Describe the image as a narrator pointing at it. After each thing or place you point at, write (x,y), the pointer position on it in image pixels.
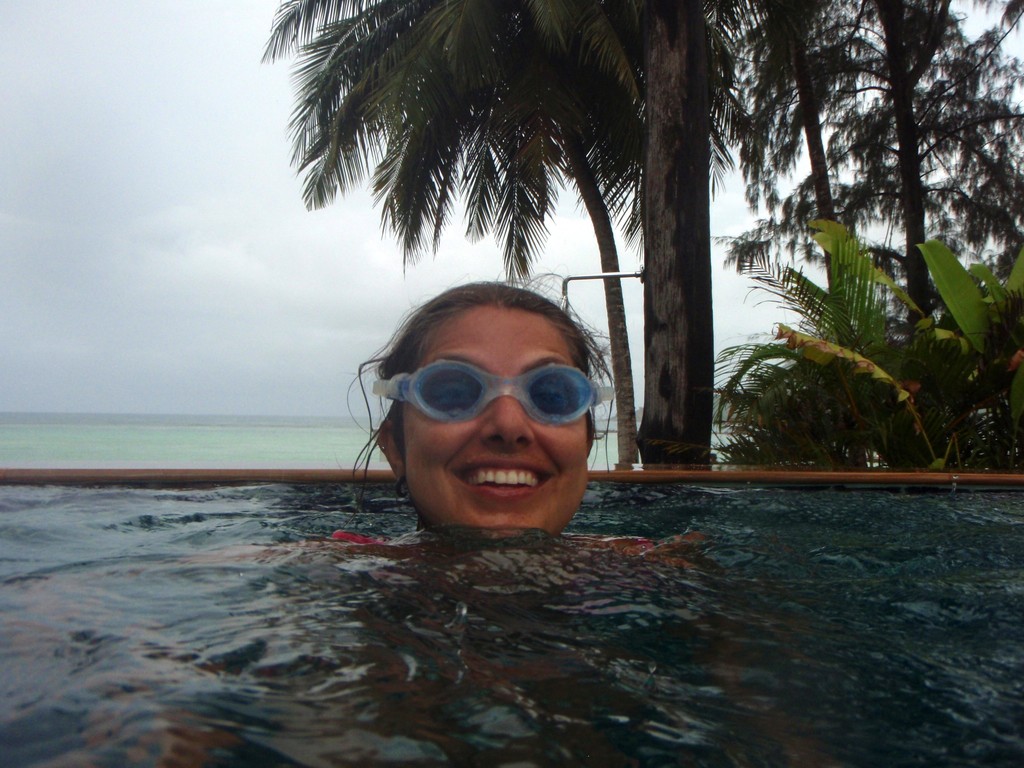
In this picture I can observe a woman (423,492) in the swimming pool (417,557). She is smiling. Behind her there are some trees (633,185). In the background (65,401) there is an ocean (148,424) and a sky (171,233).
